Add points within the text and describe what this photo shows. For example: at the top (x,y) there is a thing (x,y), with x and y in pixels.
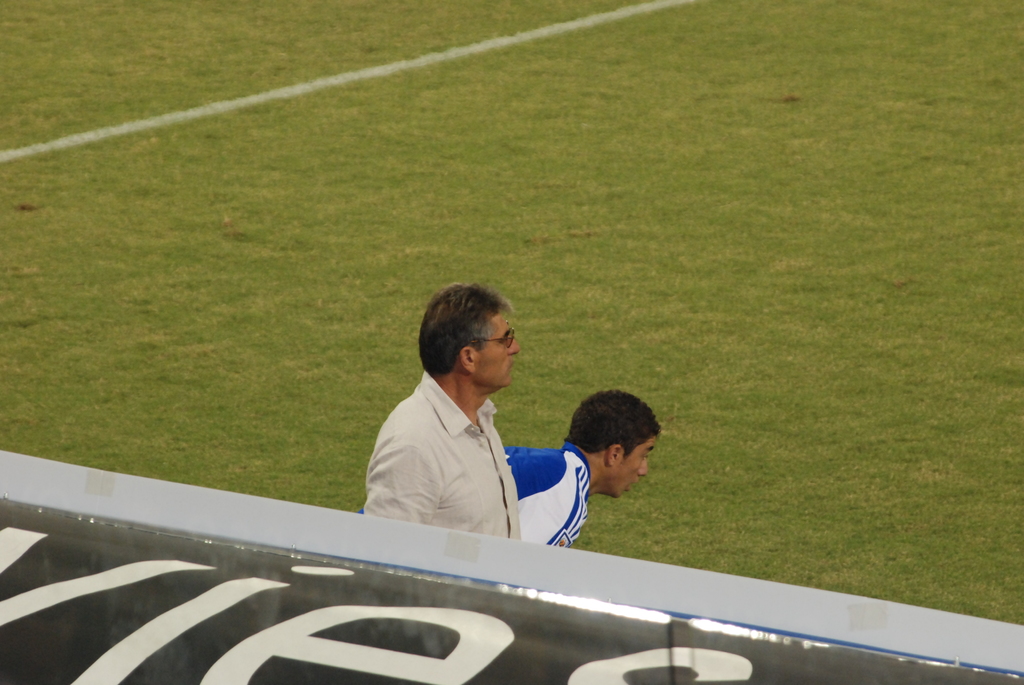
In the center of the image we can see two persons (503,495) and a board (341,548) with some text (425,619). Among them, we can see a person (465,485) is wearing glasses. In the background (545,198), we can see the grass (471,106).
